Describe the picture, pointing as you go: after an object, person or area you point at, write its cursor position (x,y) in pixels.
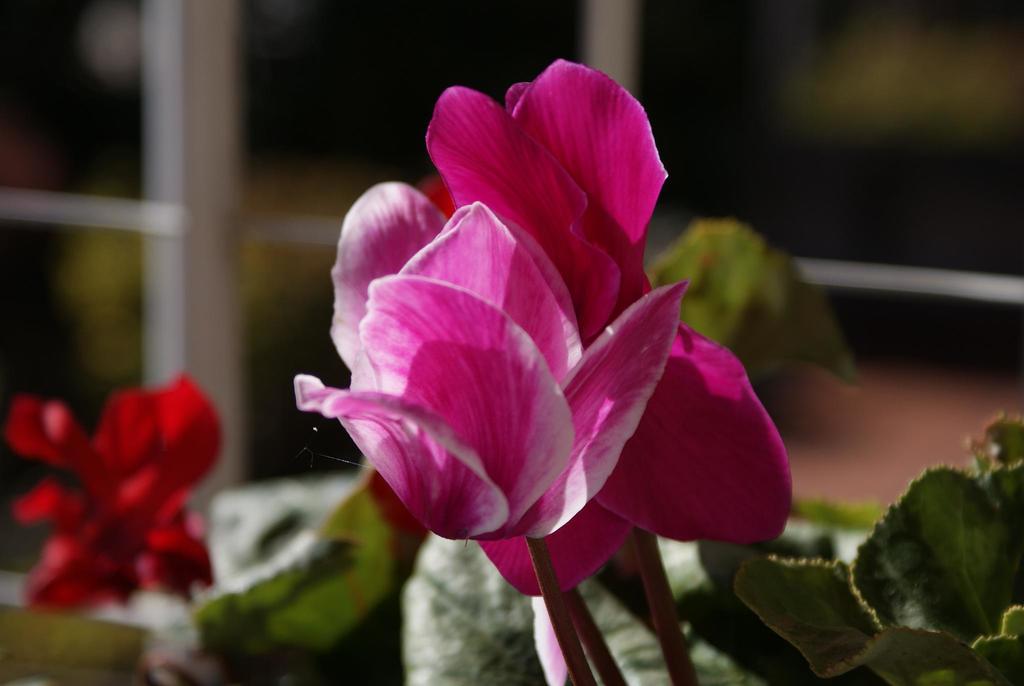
There is a pink flower (572,468) to a plant (643,525) and behind the plant (474,315) there is another plant (173,557) with red flower (163,470) and the background (61,8) is blurry.
